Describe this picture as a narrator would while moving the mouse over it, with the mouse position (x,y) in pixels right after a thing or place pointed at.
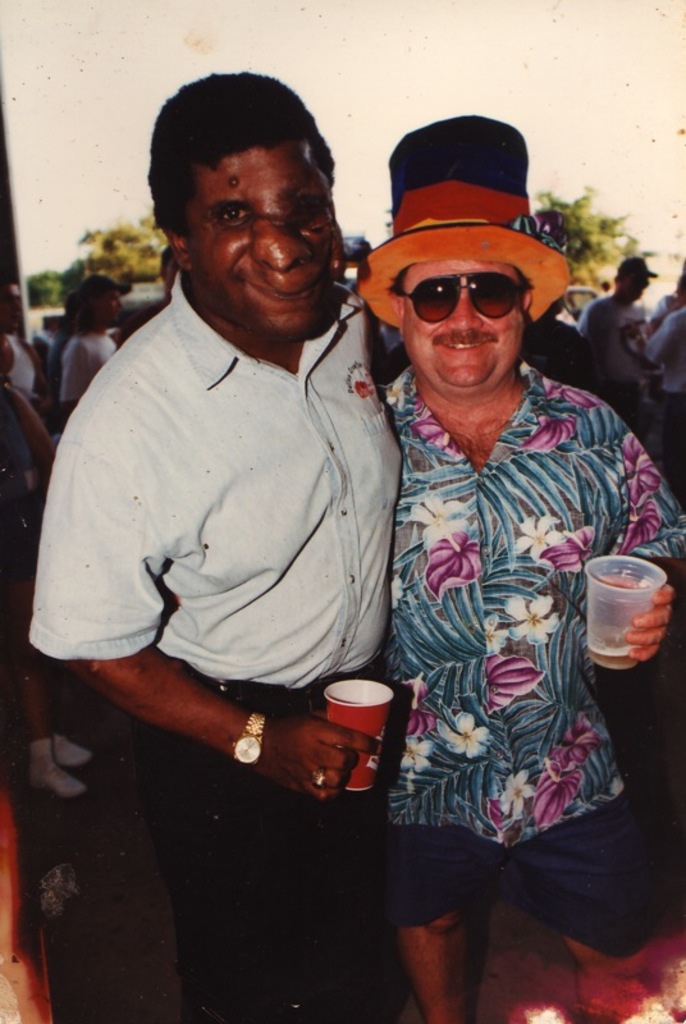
In this picture there are two men (261,624) standing and smiling and holding glasses (602,661). In the background of the image (633,366) we can see people (654,335), trees (123,227) and sky (376,58).
